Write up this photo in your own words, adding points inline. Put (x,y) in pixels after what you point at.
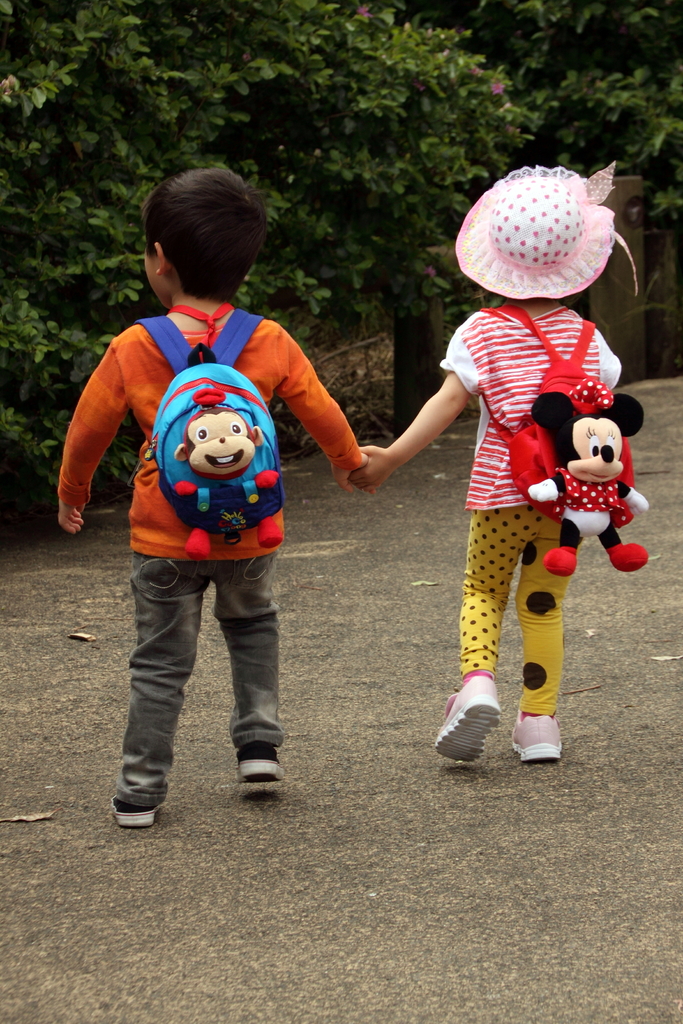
In this image we can see two kids (423,430) wearing the bags (242,421) and holding the hand (381,469) and walking on the road (35,590).
